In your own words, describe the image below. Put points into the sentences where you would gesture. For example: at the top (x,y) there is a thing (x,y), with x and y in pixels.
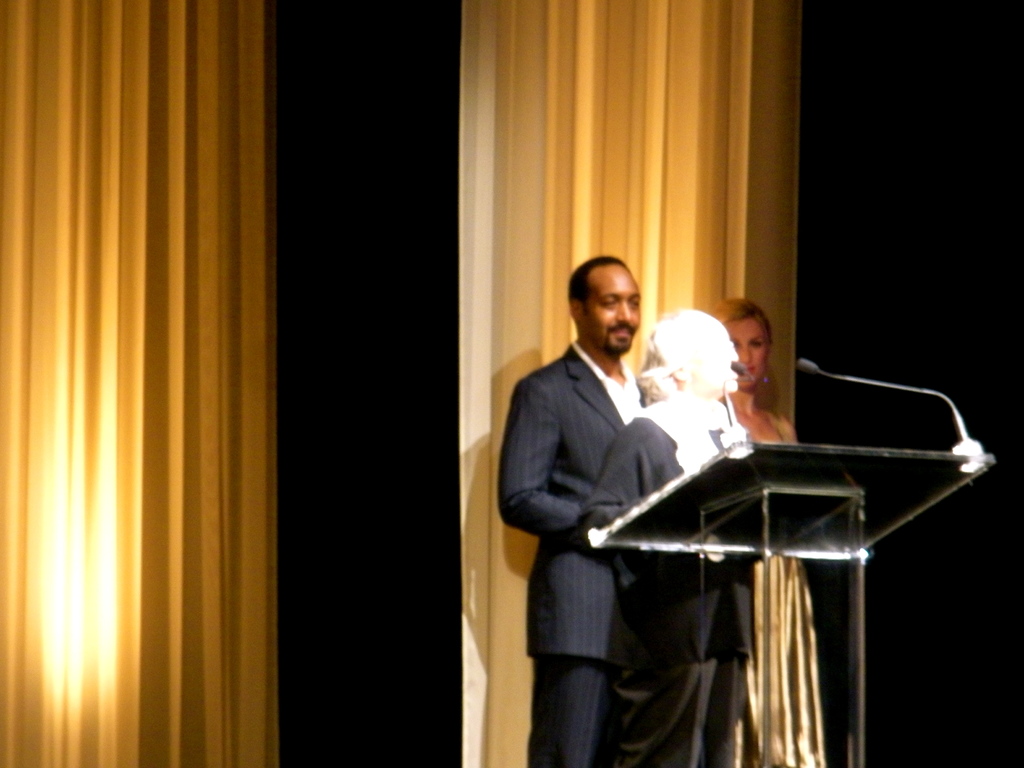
This picture seems to be clicked inside. On the right (689,373) we can see the group of persons (666,388) standing on the ground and there are some microphones (827,373) attached to the podium (801,526). In the background (99,254) we can see the curtains (102,127).
